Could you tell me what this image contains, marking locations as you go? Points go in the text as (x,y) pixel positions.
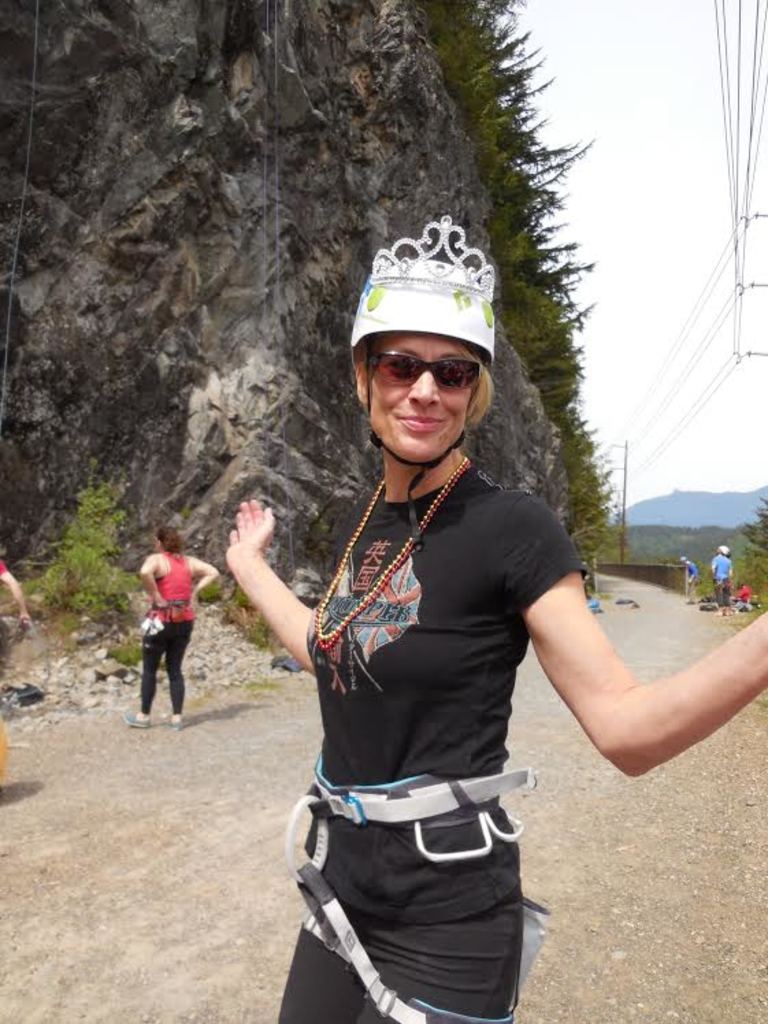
In the picture I can see a woman (397,649) wearing black color dress (407,628), white color cap (412,295) standing, there are some other persons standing near the mountain (270,447), there are some trees (477,118) and in the background of the picture (676,523) there are some ropes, mountains (659,511) and clear sky (656,271).
